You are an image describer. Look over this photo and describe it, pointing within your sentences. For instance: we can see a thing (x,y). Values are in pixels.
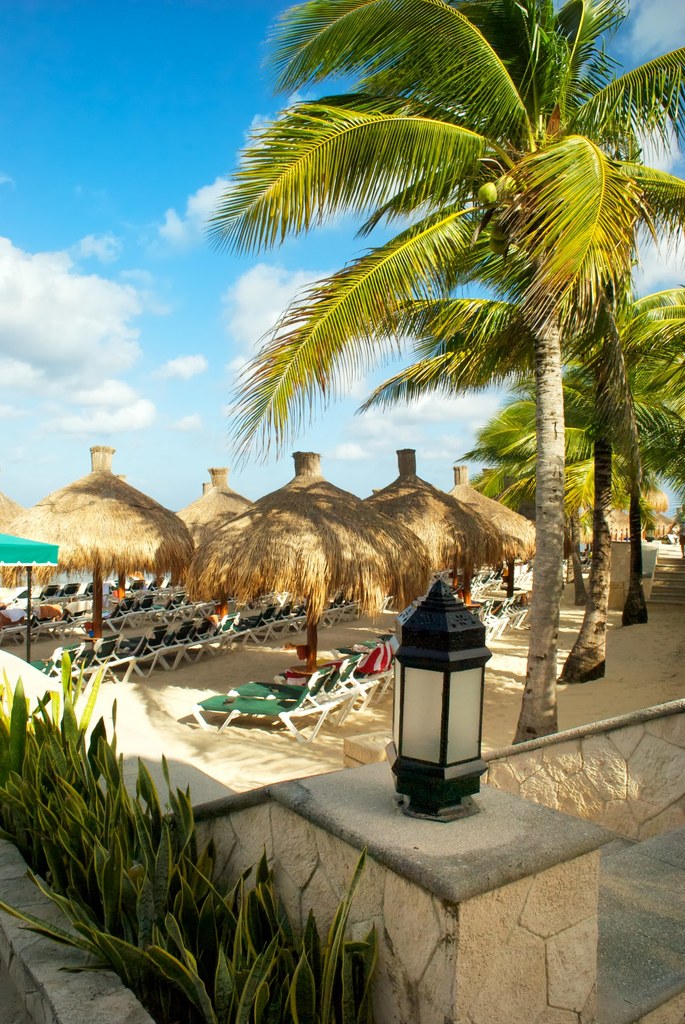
In the image in the center (373,532) we can see trees (613,385), huts (388,532), lounge pool chairs (322,680), plants (165,893), wall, lamp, tent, sand (212,720) etc. In the background (27,78) we can see the sky (180,66) and clouds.
